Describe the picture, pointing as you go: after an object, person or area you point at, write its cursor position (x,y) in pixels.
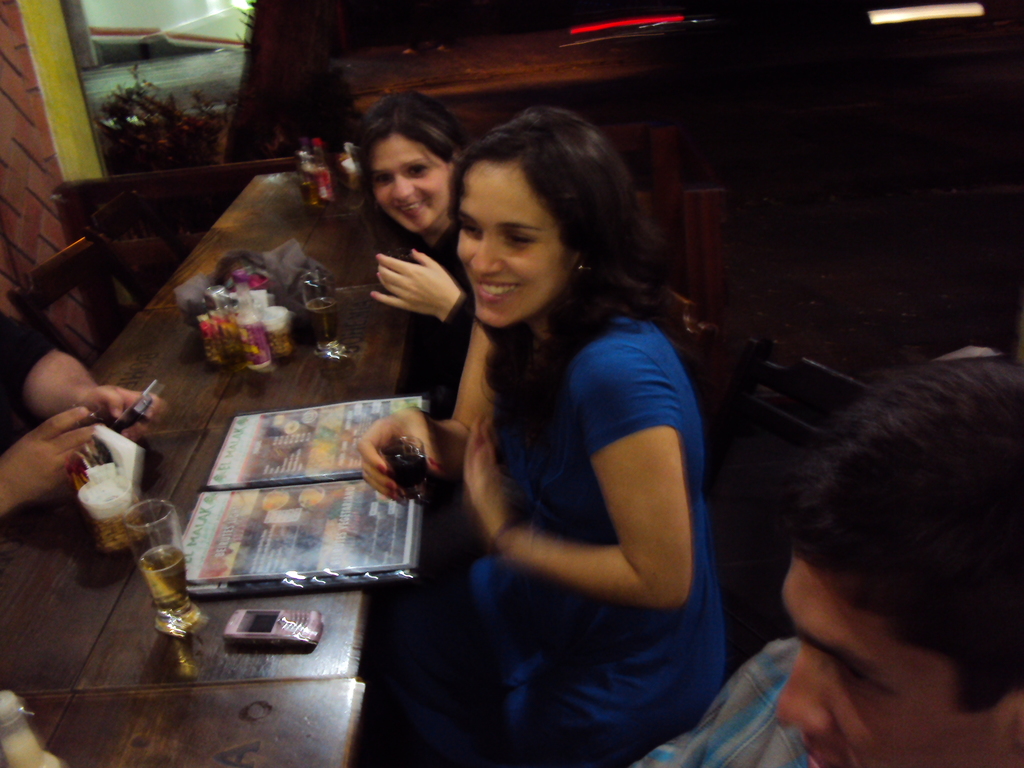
there are ladies (525,321) sitting around a table (300,595) holding a shot glasses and there are somethings (257,625) on the table (136,632).
